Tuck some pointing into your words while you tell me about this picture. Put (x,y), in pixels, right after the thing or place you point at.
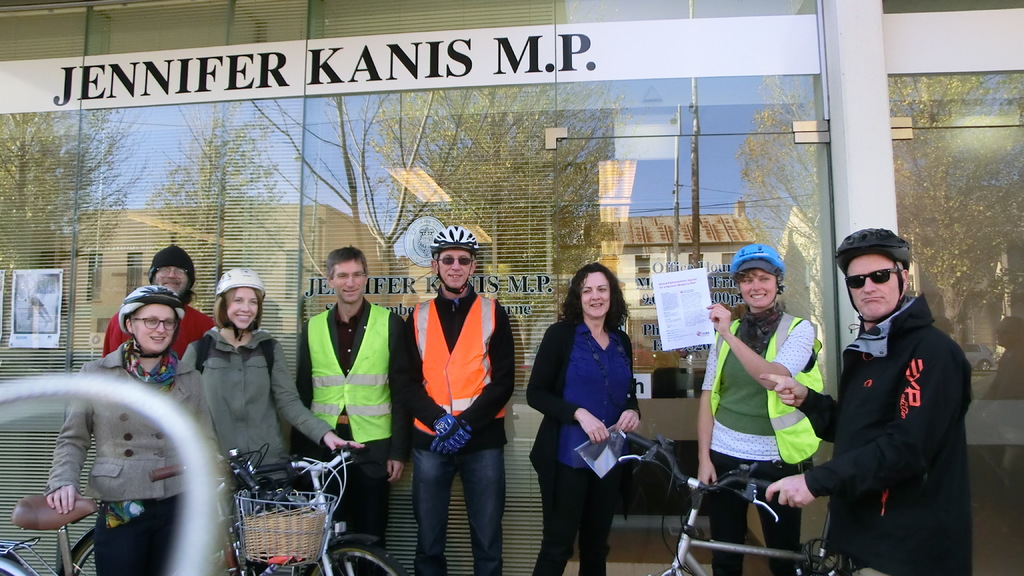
In this image few persons (912,417) are standing. Right side (890,273) there is a person (874,428) wearing a black jacket (858,440) is holding bicycle (686,529). He is wearing goggles (877,272) and helmet (888,243). Beside him there is a woman (757,406) holding paper (688,312) in her hand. She is wearing a helmet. Left side (141,312) there is a woman (154,377) wearing spectacles (152,324) and a helmet (153,305). She is holding a bicycle (28,520). Beside her there is a woman (230,283) wearing a helmet (234,295) is holding a bicycle (334,501). Behind them there is a person (185,332) wearing a red shirt (186,331) is wearing a cap (170,250). Middle of the image (455,353) there is a person (421,422) wearing jacket (456,366) is having goggles (455,267) and helmet (465,239). Background (7,452) there is a glass wall (377,115) having a name board (591,51) attached to it. On the glass wall (676,357) there is reflection (576,234) of few trees (544,234) and buildings (644,235). Right side (1015,348) there is reflection (1003,386) of a person (1010,362) and a car (990,359) which is on the road (991,372).
